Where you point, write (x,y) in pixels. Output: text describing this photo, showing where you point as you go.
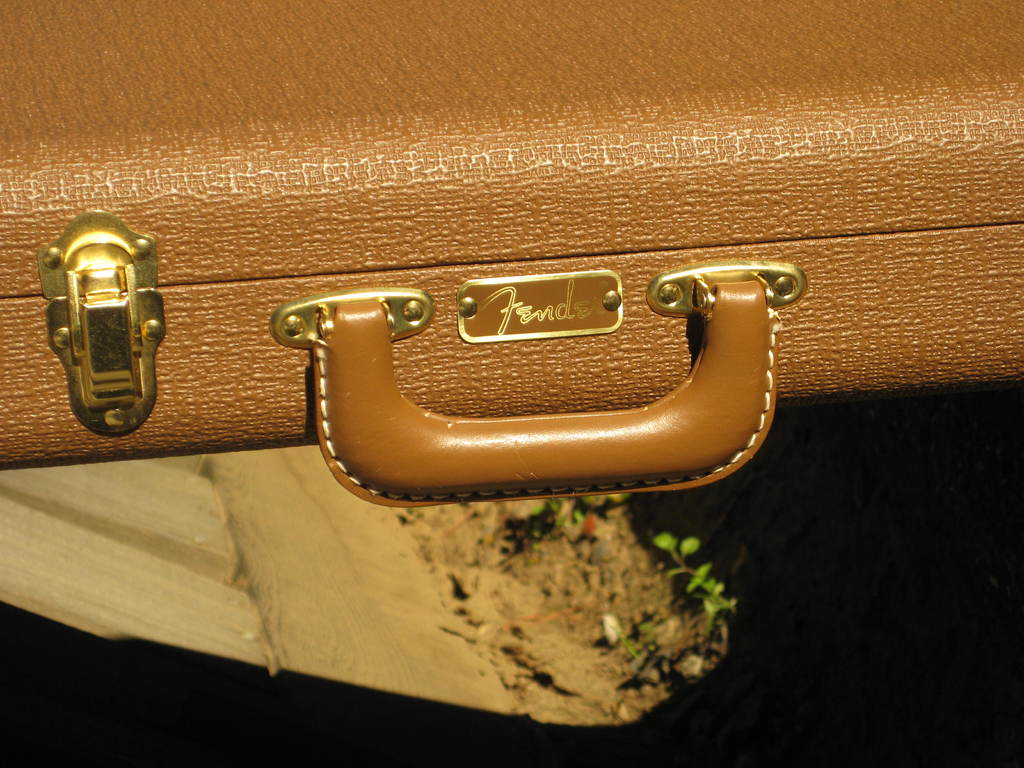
In this image, there is a bag (270,174) which is in dark brown color, on that bag (182,367) in the left side (75,372) there is a yellow color clip (98,341).
